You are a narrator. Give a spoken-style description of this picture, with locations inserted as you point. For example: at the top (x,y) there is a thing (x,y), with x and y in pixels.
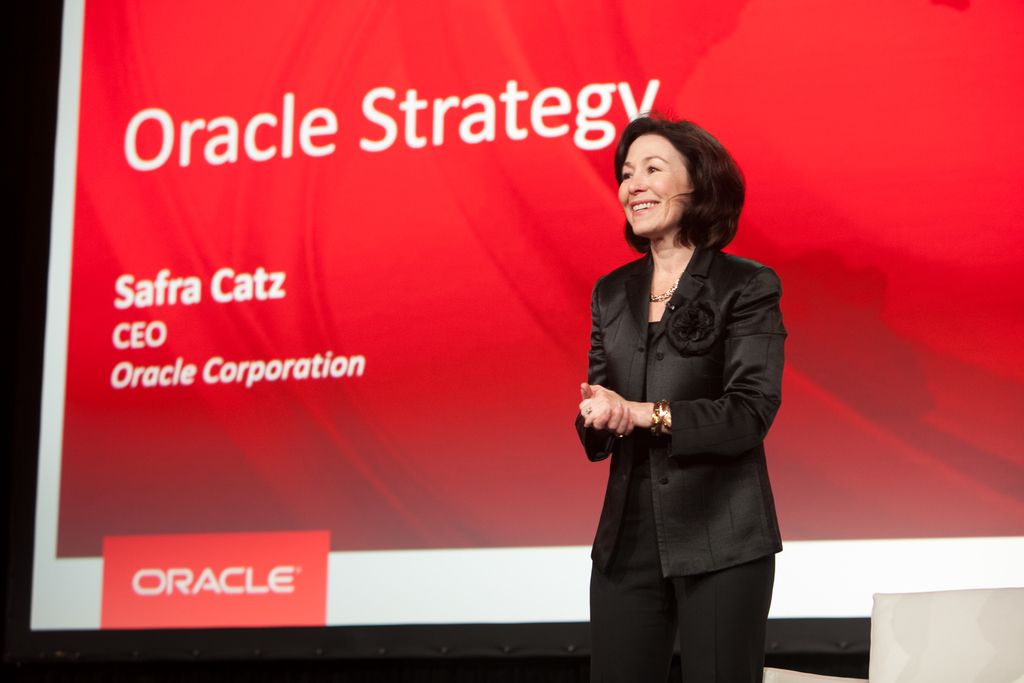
In this image we can see a woman (683,424) standing and smiling and in the background (536,611), we can see the poster (253,390) with some text (157,592).
